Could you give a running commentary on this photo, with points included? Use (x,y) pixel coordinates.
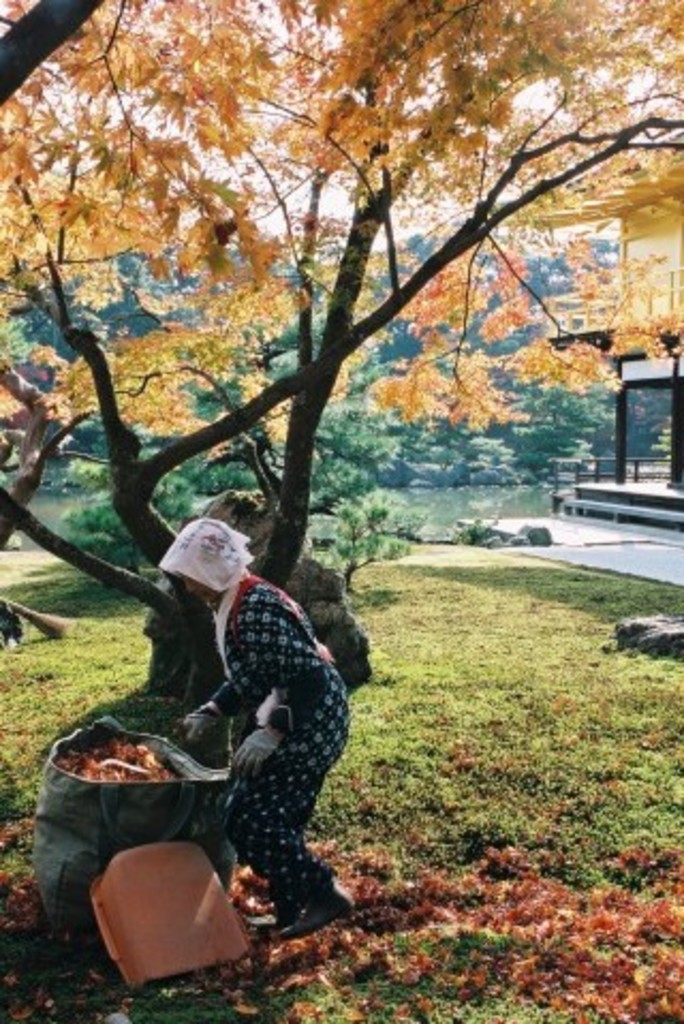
In this image there is a person (245,656) who is standing on the ground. In front of the person (201,727) there is a bag (122,804) full of leaves (124,759). Beside the bag (98,870) there is a plastic tray (170,897). In the background (364,250) there are trees (237,420) to which there are yellow colour leaves (217,133). On the right side (643,285) there is a house (621,359).
